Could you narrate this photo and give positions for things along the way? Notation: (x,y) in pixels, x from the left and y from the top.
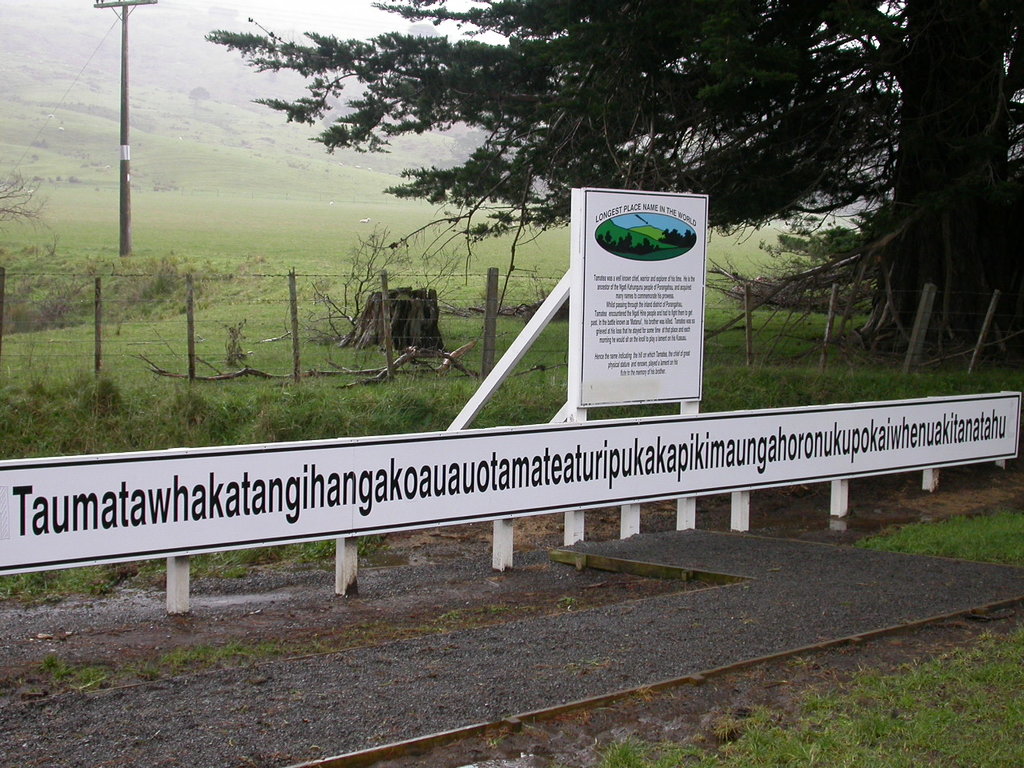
In this picture we can see hoardings (557,495) and we can find some text (646,463), in the background (845,125) we can see few trees (859,132), grass (422,211) and a pole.
